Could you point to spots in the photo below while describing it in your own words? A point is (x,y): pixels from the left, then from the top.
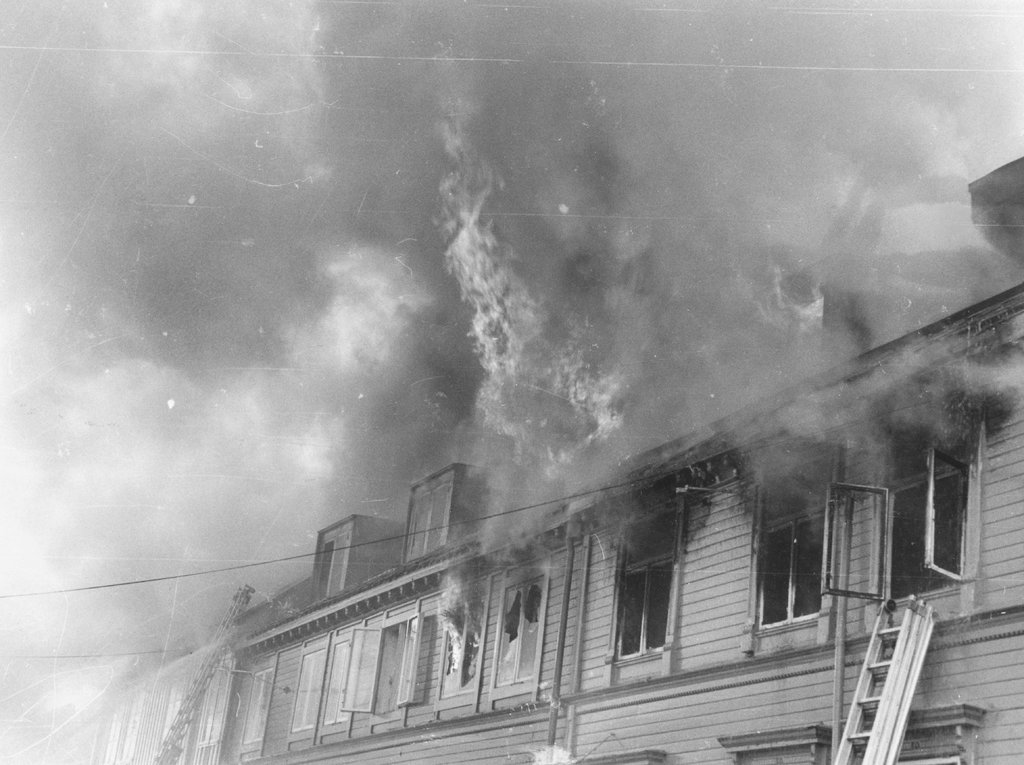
In this image there is a building (566,562) with fire (461,650), in front of the building (338,676) there are ladders (895,729). In the background (323,204) there are the sky (87,556) and smoke (530,260).
